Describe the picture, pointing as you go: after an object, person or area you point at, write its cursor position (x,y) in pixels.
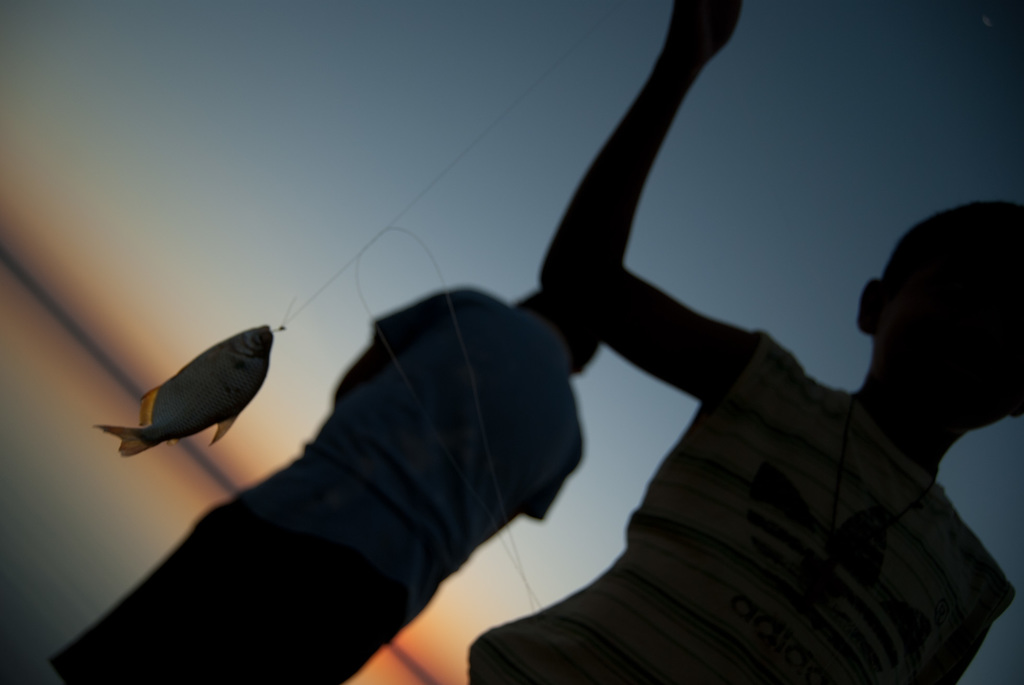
In this picture we can see a boy (730,425) holding a string (609,14) which is tied to a fish (248,370). In the background (432,485) we can see another person (317,563).
